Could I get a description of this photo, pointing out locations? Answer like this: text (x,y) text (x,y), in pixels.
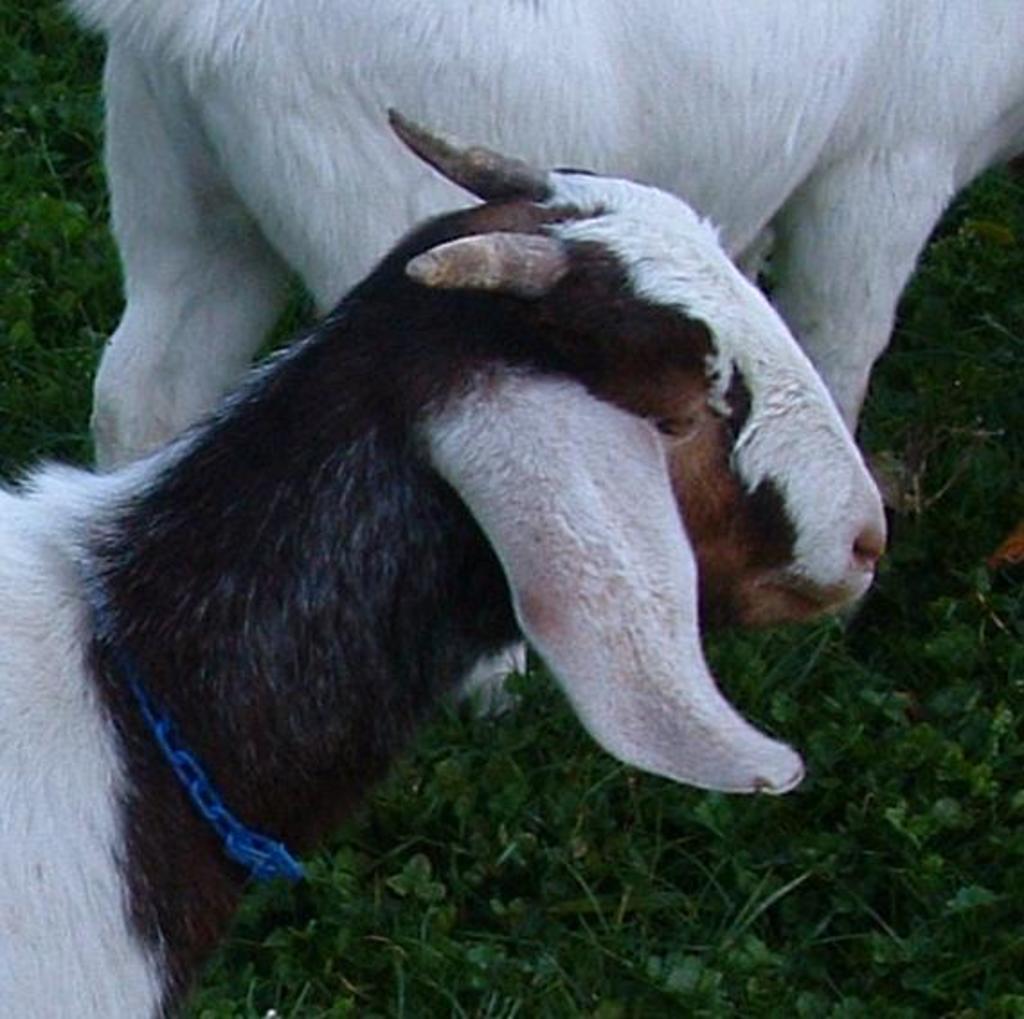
In this image there is grass (756,683) and there are two goats (739,419).
